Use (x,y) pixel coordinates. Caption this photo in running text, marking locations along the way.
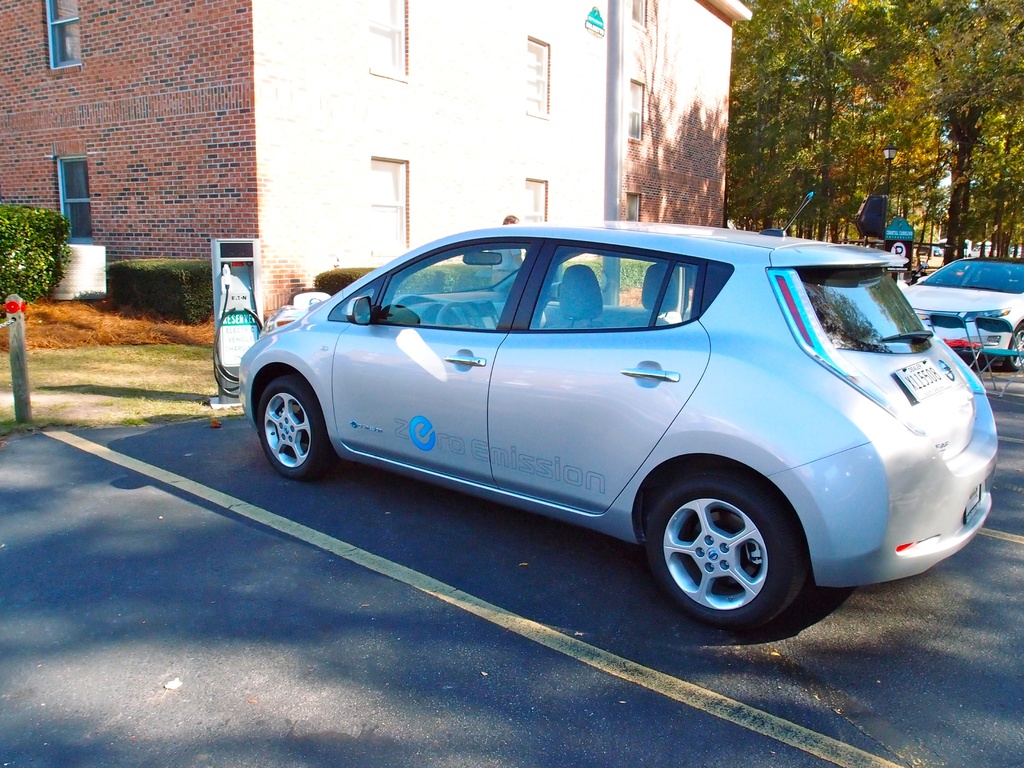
In this image we can see cars (933,363), chairs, fuel dispenser (224,387), boards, poles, plants (15,210), and grass (167,375). In the background (185,224) there are trees (984,105) and a building (381,134).
